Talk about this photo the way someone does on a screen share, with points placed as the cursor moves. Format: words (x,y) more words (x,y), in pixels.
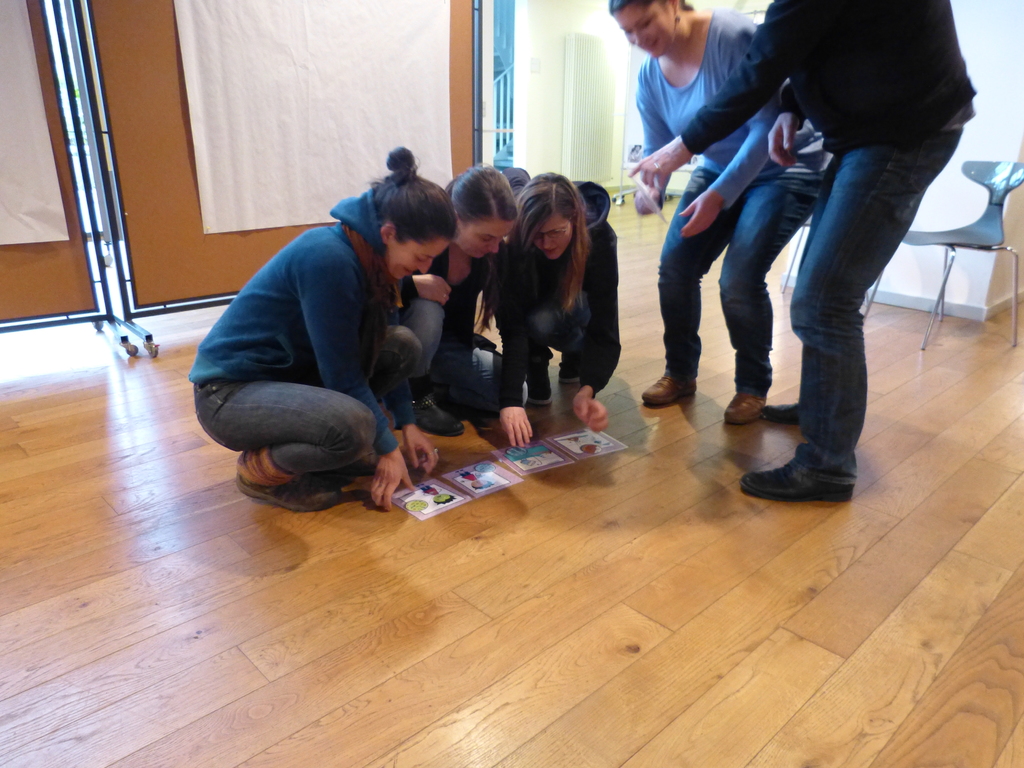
There are three women (363,244) squatting on the floor (429,542), near four cards (490,485), which are on the floor (423,528). On the right side (881,73), there are two persons (804,110) slightly bending on the floor (905,495). In the background (476,53), there are two barricades (112,91), on which, there are two white color clothes (338,72), there are two chairs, near white wall (1001,40) and there are other objects (500,66).
